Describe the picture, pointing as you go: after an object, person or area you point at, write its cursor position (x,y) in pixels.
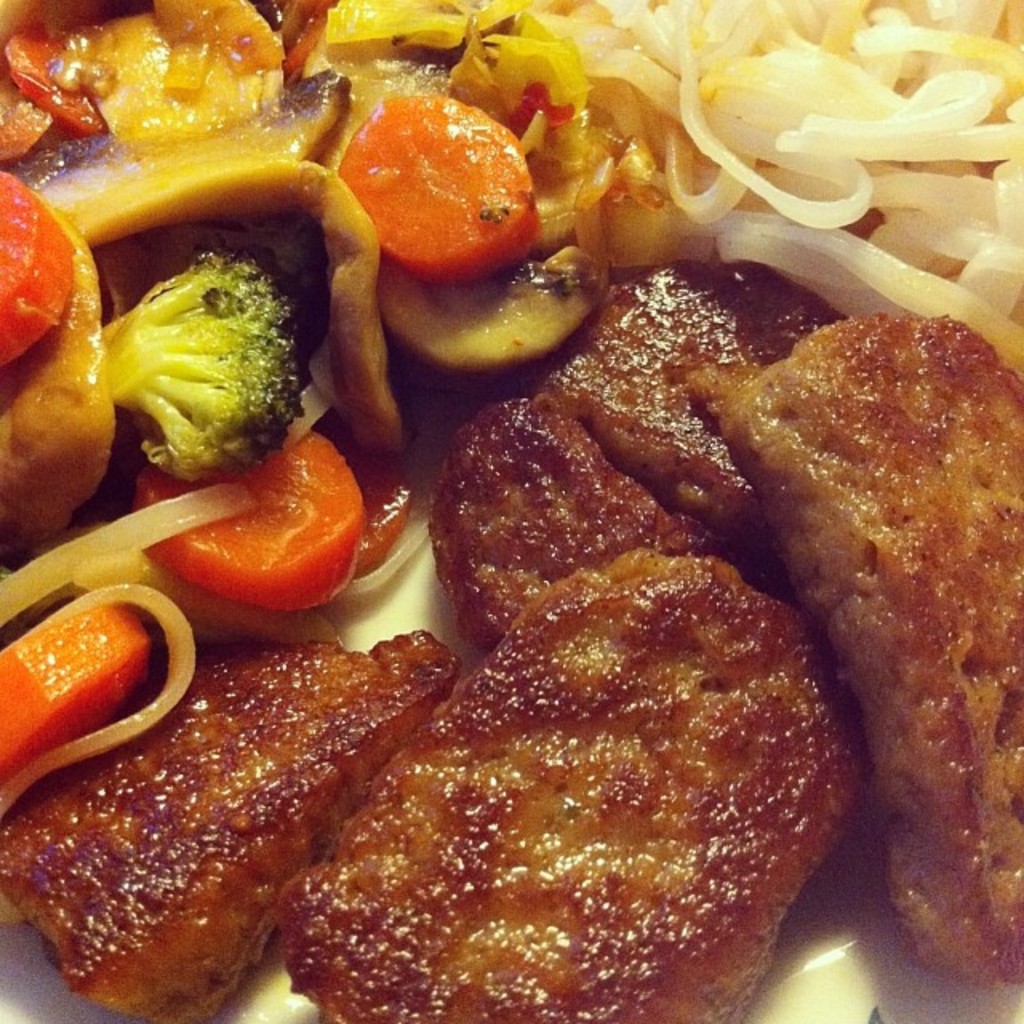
In this image we can see some food (230,744) on the plate (865,923).
